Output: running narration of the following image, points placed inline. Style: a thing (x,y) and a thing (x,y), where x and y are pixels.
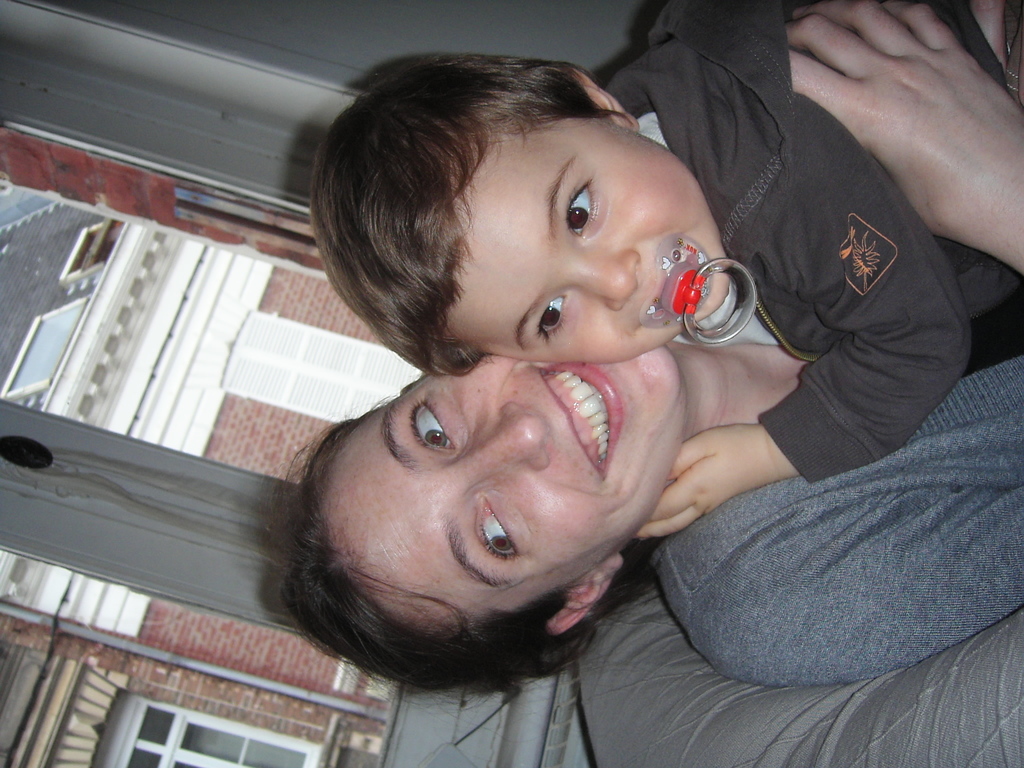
This picture is clicked inside. On the right (920,563) there is a person (580,438) smiling, holding a kid (664,138) and seems to be sitting on a couch (696,723). In the background (131,10) there is a wall (532,36) and a window (151,367) and through the window (123,582) we can see the buildings (107,623).
